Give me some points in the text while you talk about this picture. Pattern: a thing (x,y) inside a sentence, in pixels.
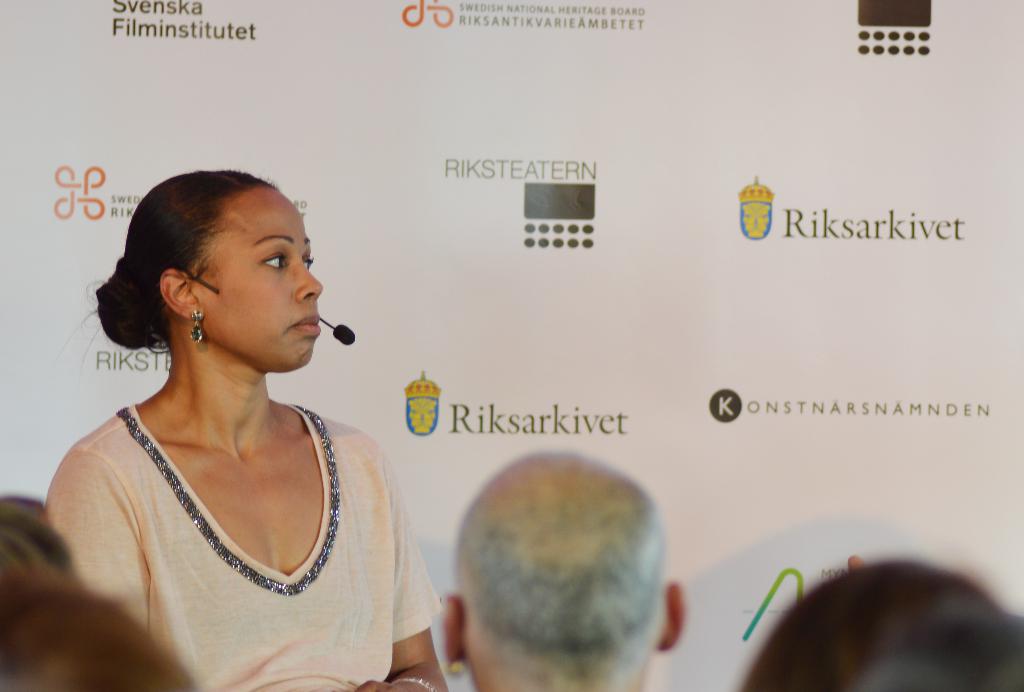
In this image I can see a woman (178,465) and I can see she is wearing cream colour top (223,578). I can also see a mic (352,337) near her mouth (313,321) and on the bottom side of this image (102,670) I can see few people (588,674). In the background (990,501) I can see a white colour board (534,214) and on it I can see something is written.
